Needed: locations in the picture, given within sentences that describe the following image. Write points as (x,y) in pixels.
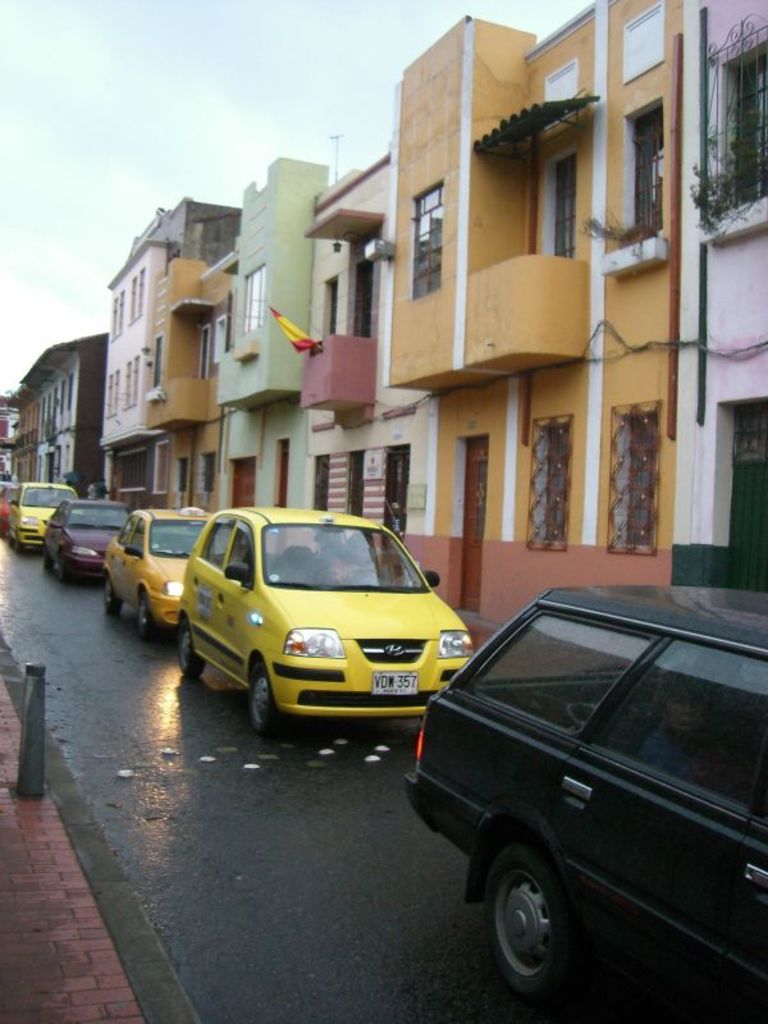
In this image we can see group of vehicles (356,608) parked on the ground (134,951). In the foreground of the image (31,760) we can see a metal pole (29,708) on the ground (79,895). In the background (366,405), we can see a group of buildings (496,371) with windows (432,240), doors (467,486), a flag (303,339), grill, some plants (739,152) and the sky (170,131).
